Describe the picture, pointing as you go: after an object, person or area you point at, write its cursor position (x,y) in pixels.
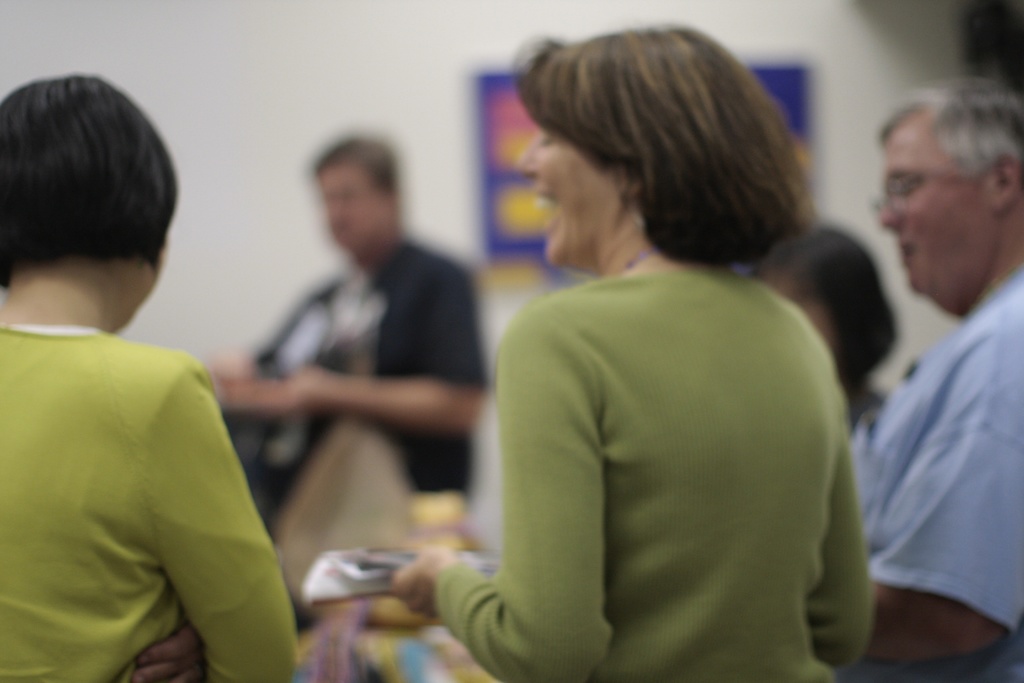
In this image I can see few people (553,181) are standing and one person (510,348) is holding something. I can see the wall (264,199) and the image is blurred.
